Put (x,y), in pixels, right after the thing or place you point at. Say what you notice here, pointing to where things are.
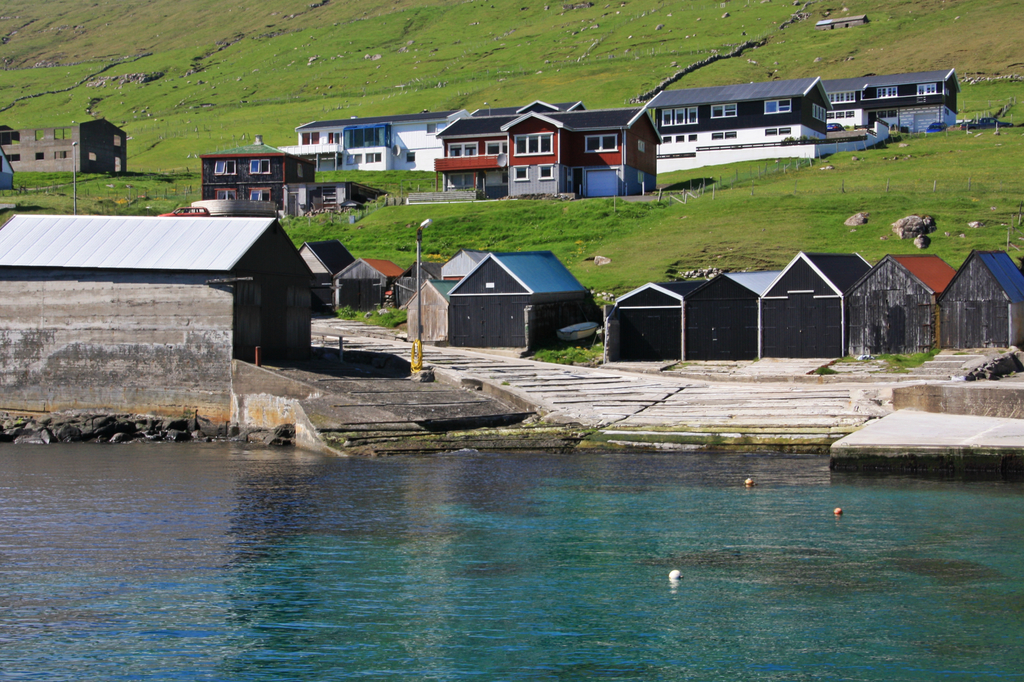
In this image I can see buildings (525,133), poles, the grass (409,231) and some other objects (253,205) on the ground (528,374). Here I can see the water (417,597).
